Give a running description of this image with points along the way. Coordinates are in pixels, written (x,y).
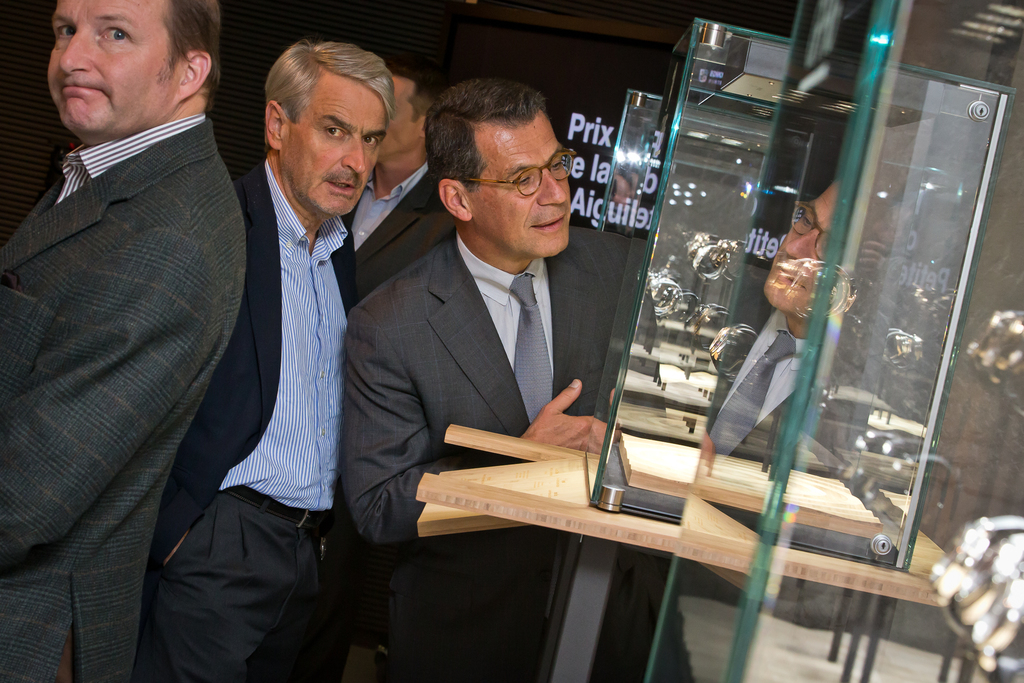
On the left side (157,488), there are persons (190,218) in suits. Two of them are speaking. One of them is watching watches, which are in a glass case (680,206). This glass case (856,447) is placed on a platform (569,482). On the right side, there are watches (983,543) in another glass case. In the background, there is a poster (594,95) and a wall (378,8).
